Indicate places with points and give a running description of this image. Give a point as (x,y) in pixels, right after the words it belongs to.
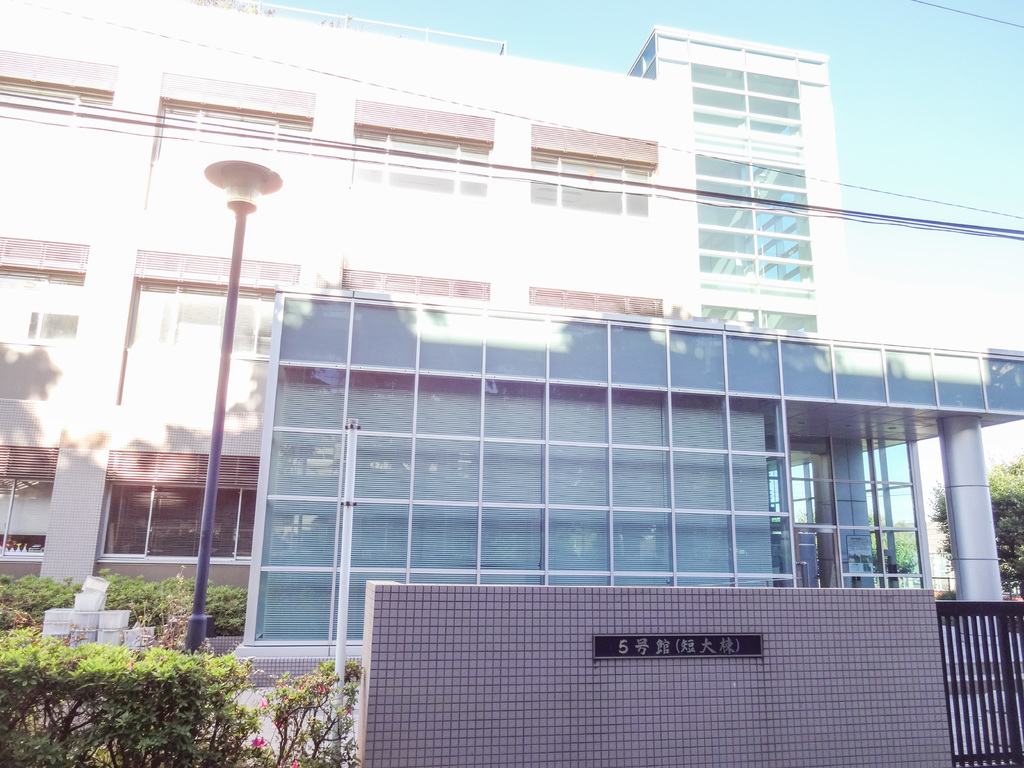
i can see a building (998,597), here is the gate (1022,634) from where we get access to go inside next to gate (966,608) a boundary wall (870,592) which is build after that i can see trees (17,647) which is available inside the building (191,577) and also i can see a pole (234,280) which includes with light (227,188) and wires (20,104) passes through in front of building (678,173) and also i can see many windows (625,193) which is covered with beautiful glasses (637,200) and top of the building (580,90) i can see metal (488,39) which is build.
